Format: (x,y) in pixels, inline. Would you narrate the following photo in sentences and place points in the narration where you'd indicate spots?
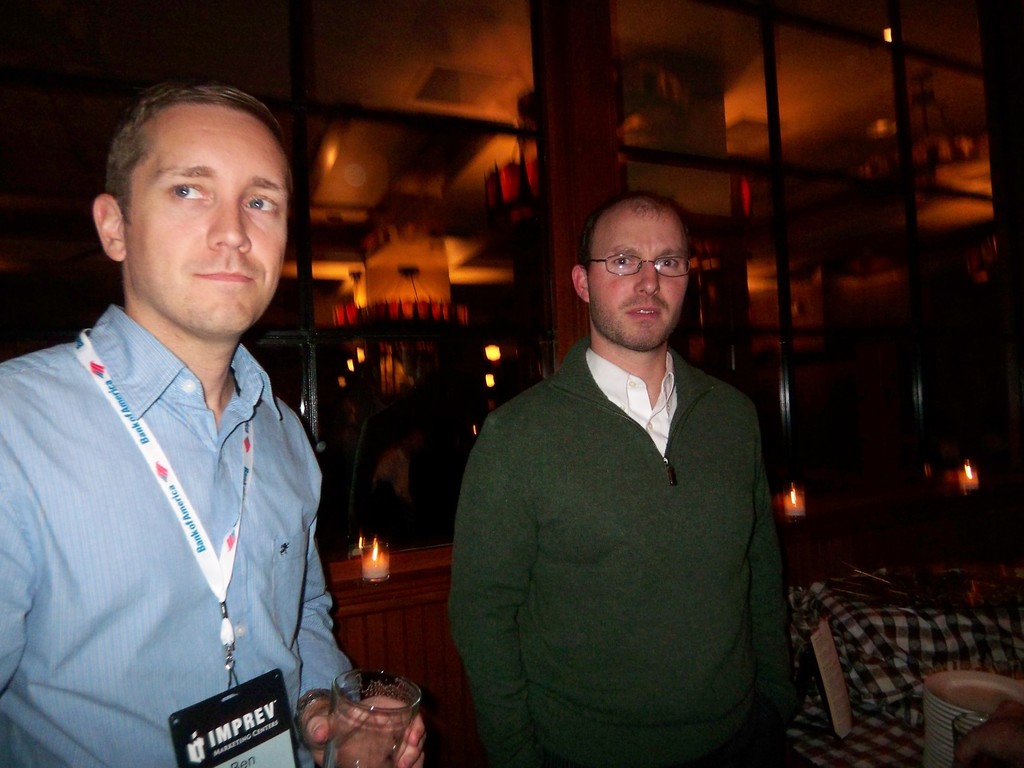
In this image I can see a person (153,514) wearing blue colored dress (100,534) and another person (553,515) wearing green and white colored dress (606,460) are standing. I can see a person (187,436) is holding a glass (354,719) in his hand (328,712). In the background (784,28) I can see few candles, few lights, the glass surface (467,44), the ceiling (746,86) and few other objects (843,758).
